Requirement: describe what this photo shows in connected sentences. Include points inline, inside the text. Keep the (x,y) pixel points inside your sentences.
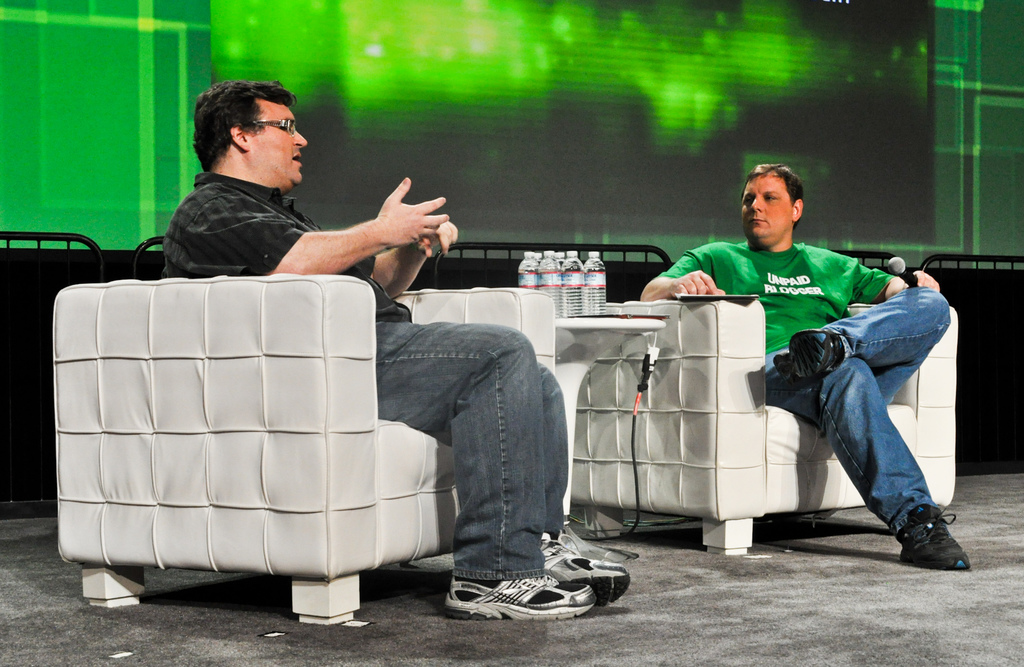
In this image we can see this people (556,537) are sitting on the chairs (472,315). There are bottles (587,272) on the table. We can see green background (595,138).
